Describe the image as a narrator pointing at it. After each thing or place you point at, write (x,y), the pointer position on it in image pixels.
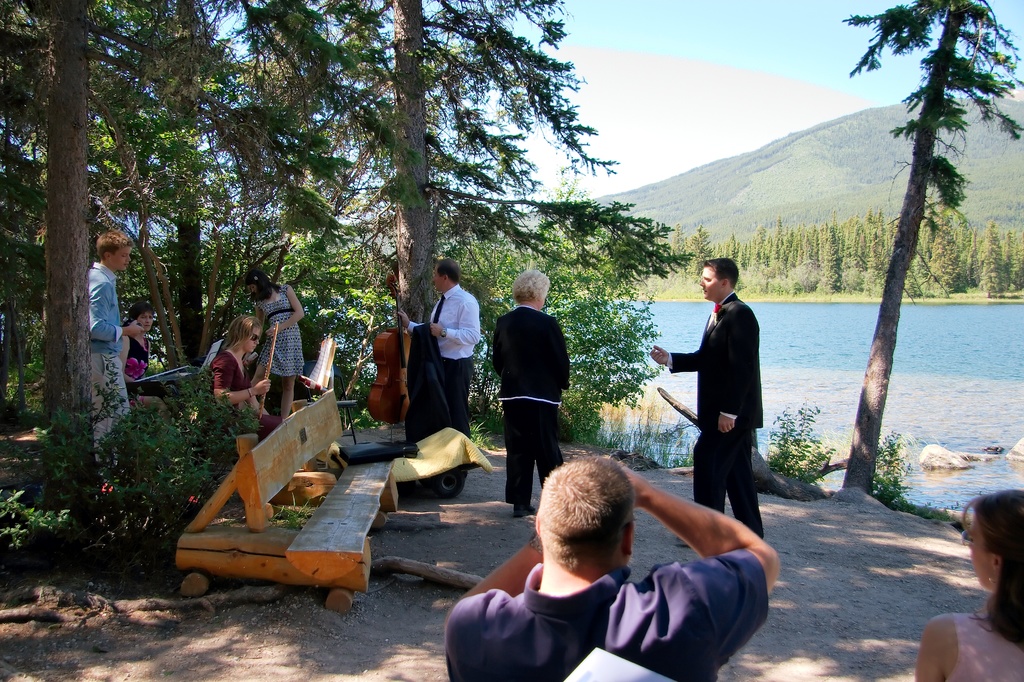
In this picture we can see some people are sitting and some people (285,398) are standing, we can see water (911,394) in the background (864,248) and some trees (855,264), we can also see some hills (864,152) here, in the middle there is a bench (323,555).
